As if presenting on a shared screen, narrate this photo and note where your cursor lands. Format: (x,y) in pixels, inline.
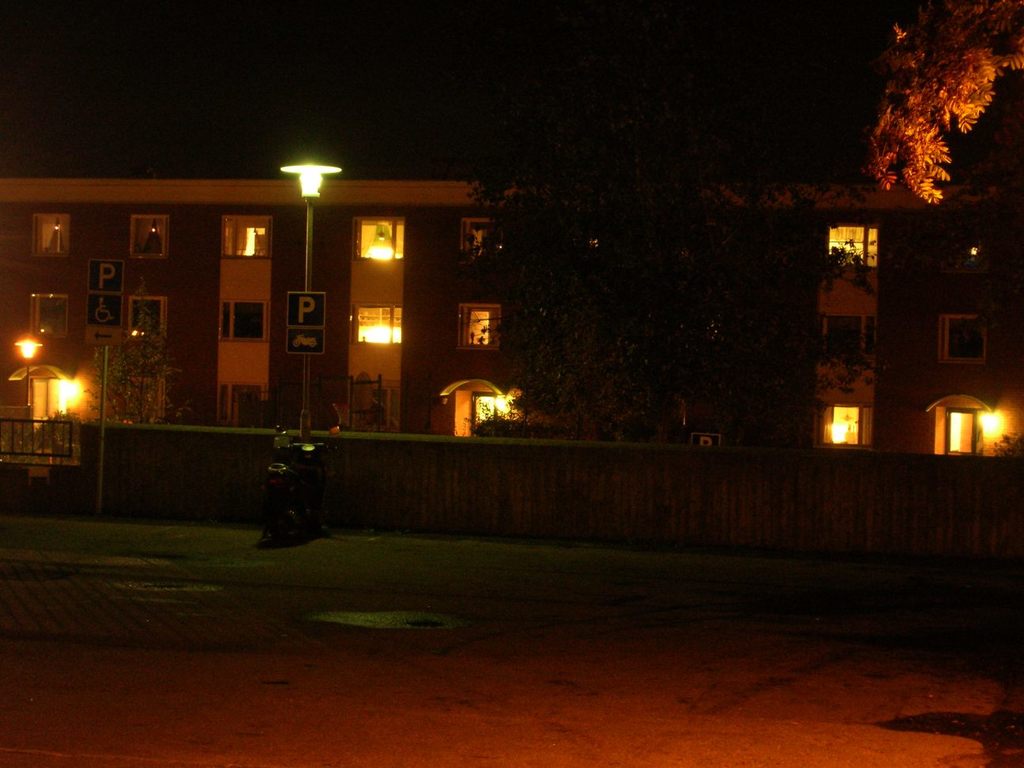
In this image I can see the ground (427,689), some water (435,621) on the ground (226,610), few poles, few boards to the poles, few lights (313,168), a wall (423,477), few trees (886,100) and a building (365,303). I can see few windows (57,254) of the building (338,298). In the background (213,85) I can see the dark sky (219,77).
